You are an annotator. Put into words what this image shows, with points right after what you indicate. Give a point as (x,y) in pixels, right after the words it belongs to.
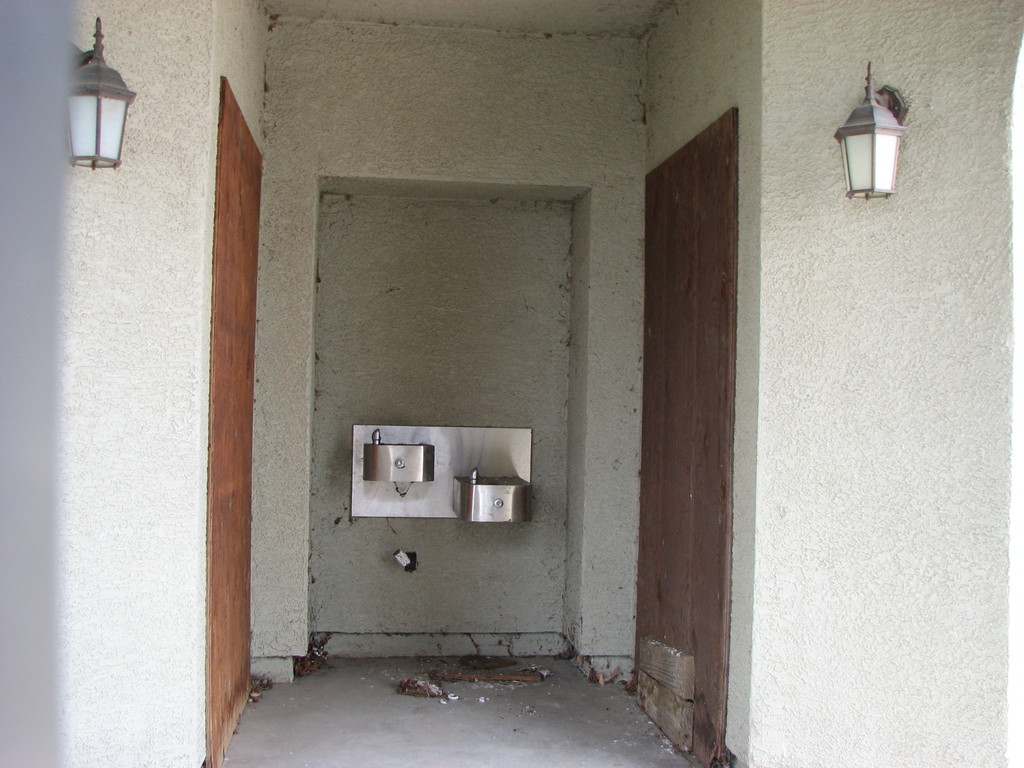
In this image there are lamps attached to the wall (908,224) having doors (654,286). There is an object (409,442) attached to the wall (448,285).
